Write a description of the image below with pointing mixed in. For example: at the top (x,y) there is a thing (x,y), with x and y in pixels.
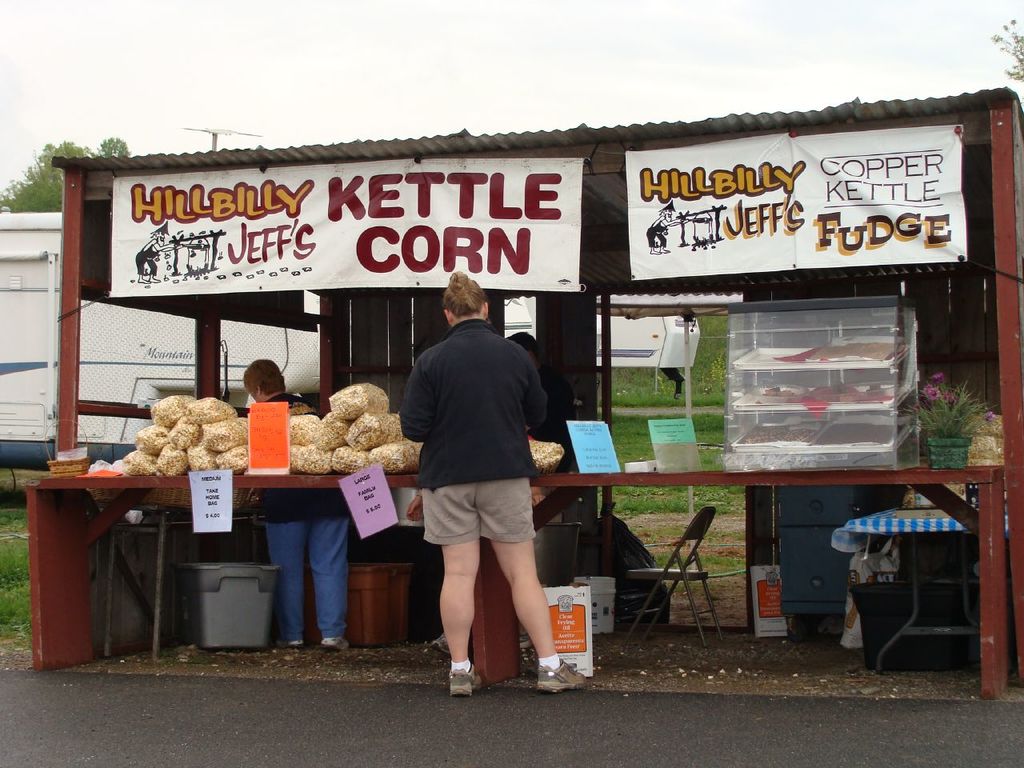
In this image we can see a store (994,662) which contains many objects (95,467), there is a banner (573,168) and some text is written on it, inside the store (581,367) there are tables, chairs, sheets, objects (306,468) and people (566,386), in front of it there is a person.
